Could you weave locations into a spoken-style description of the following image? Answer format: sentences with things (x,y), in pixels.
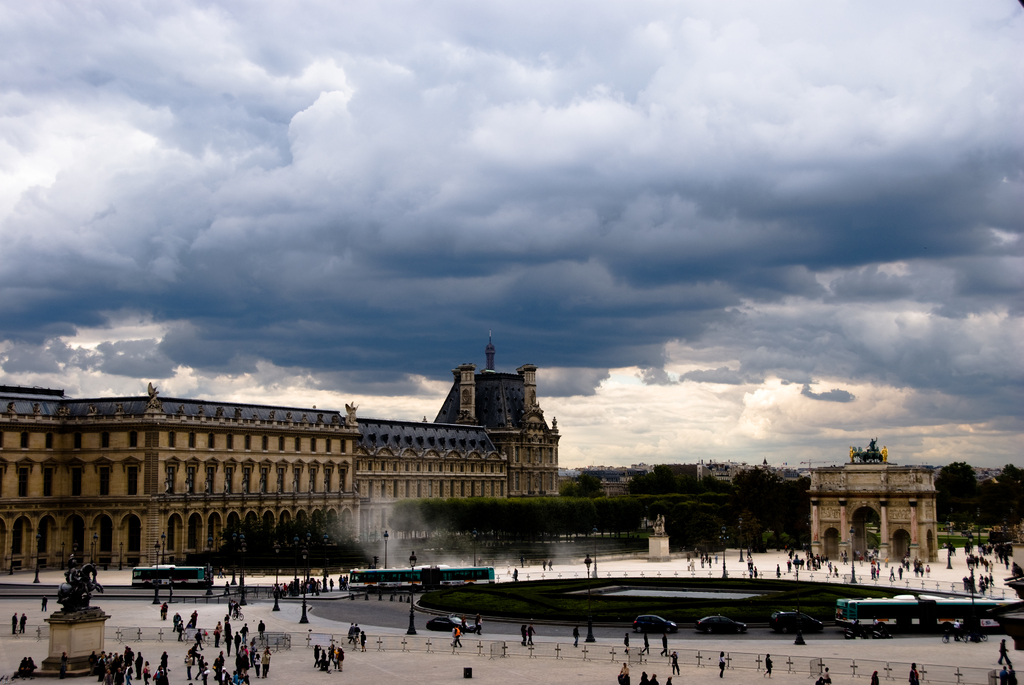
This is an outside view. At the bottom (342,647), I can see many people (238,645) walking on the ground (410,668) and there are many buildings (220,478) and trees (579,505). On the left side (68,595) there is a statue (74,599) on a pillar (84,643). On the right side (882,616) there are few vehicles (732,621) on the road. At the top of the image (518,116) I can see the sky (618,191) and clouds (468,162).
